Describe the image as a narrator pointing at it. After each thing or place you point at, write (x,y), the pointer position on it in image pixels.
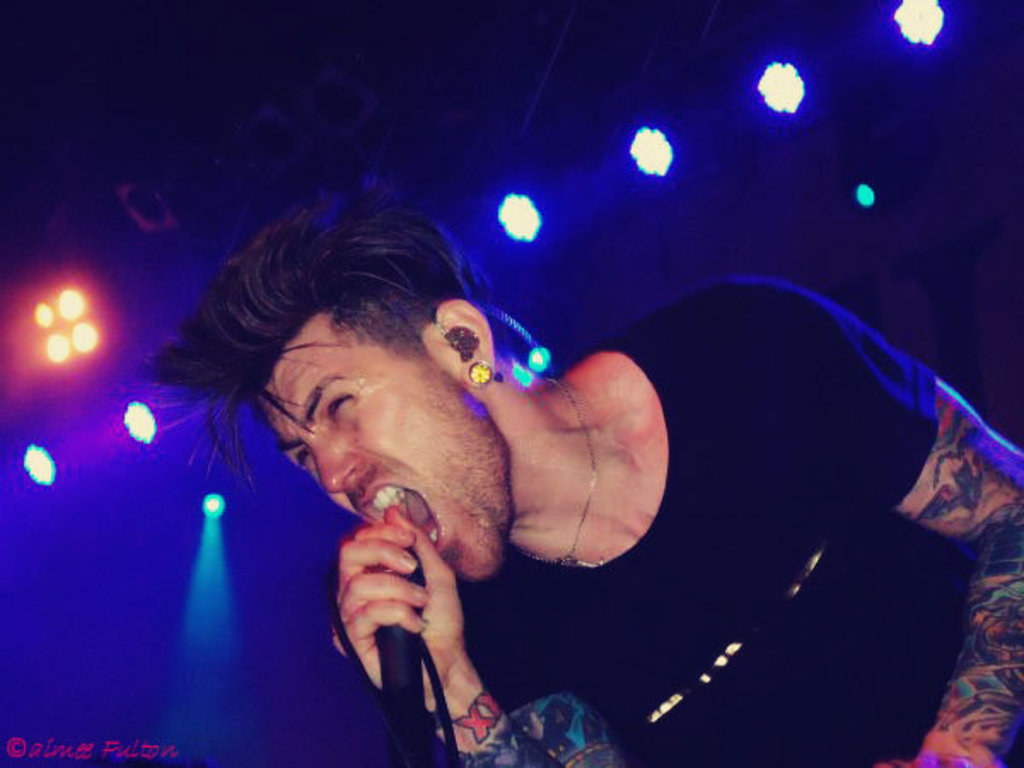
In this image we can see a person (781,497) wearing t shirt (753,590) is holding a microphone (391,673) in his hand (433,597). In the background (213,631) we can see group of lights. In the bottom (165,755) we can see some text (129,755).
